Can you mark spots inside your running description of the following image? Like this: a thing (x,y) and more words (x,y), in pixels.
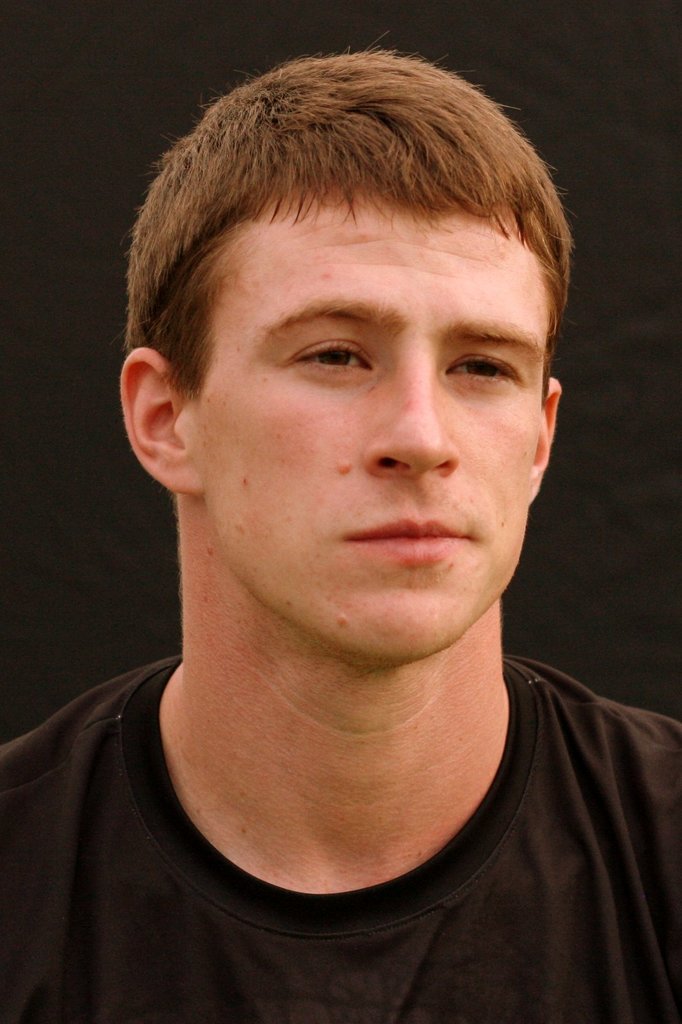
In this picture there is a man (494,628) wearing a black t-shirt (160,836). The background (55,132) is black.
